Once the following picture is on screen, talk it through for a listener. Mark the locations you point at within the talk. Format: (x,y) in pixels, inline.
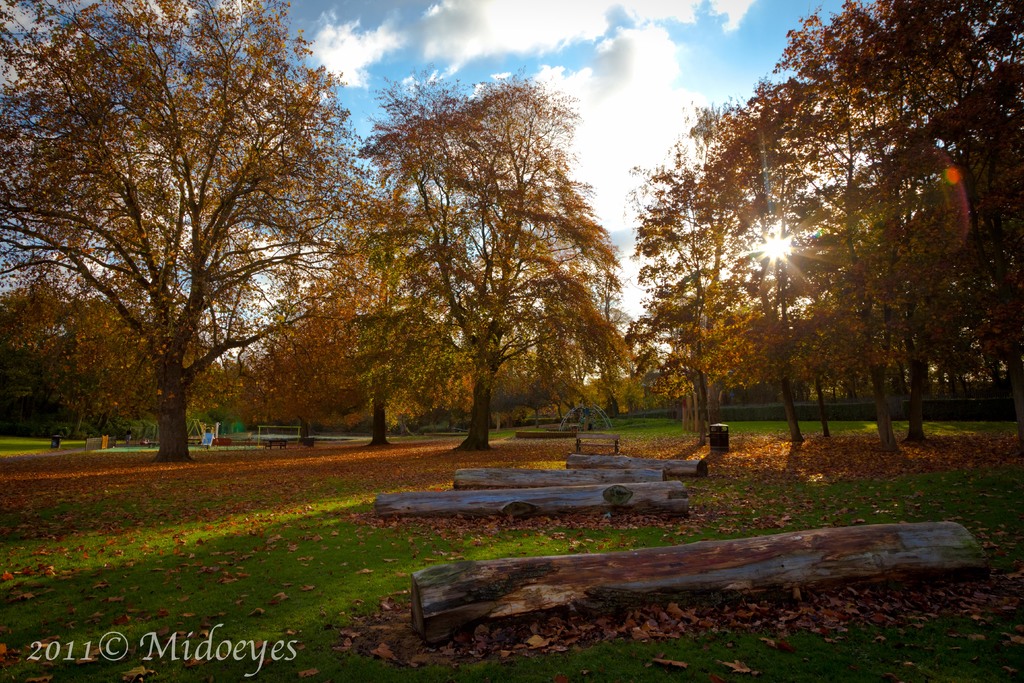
This picture is clicked outside. In the foreground (787,564) we can see the trunks (605,507) of the trees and the dry leaves (387,597) lying on the ground (360,476) and we can see the green grass (347,551). In the center (498,279) we can see the trees (437,311) and some benches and some other objects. In the background (774,84) there is a sky (695,84) with the clouds (686,132) and we can see the sunlight (773,249). At the bottom left corner (203,651) there is a text (219,657) on the image.
